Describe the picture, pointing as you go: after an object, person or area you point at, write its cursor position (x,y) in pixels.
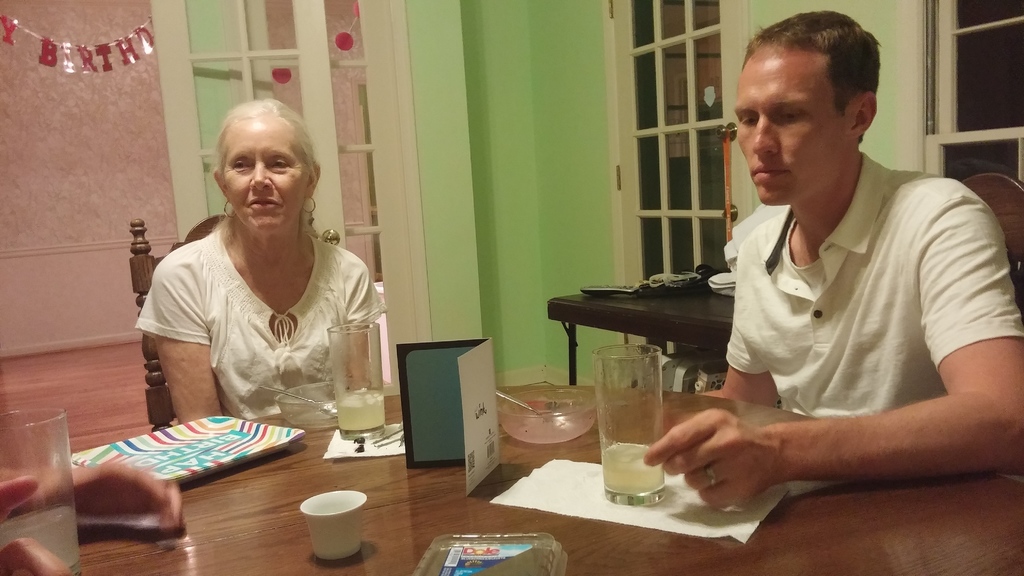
The two persons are sitting on a chairs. On the right side (761,285) person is holding a glass (659,386). There is a table (589,408). There is a glass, bowl (580,398), spoon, tray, paper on a table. We can see in background (493,321) window (363,157) and wall (102,122).
